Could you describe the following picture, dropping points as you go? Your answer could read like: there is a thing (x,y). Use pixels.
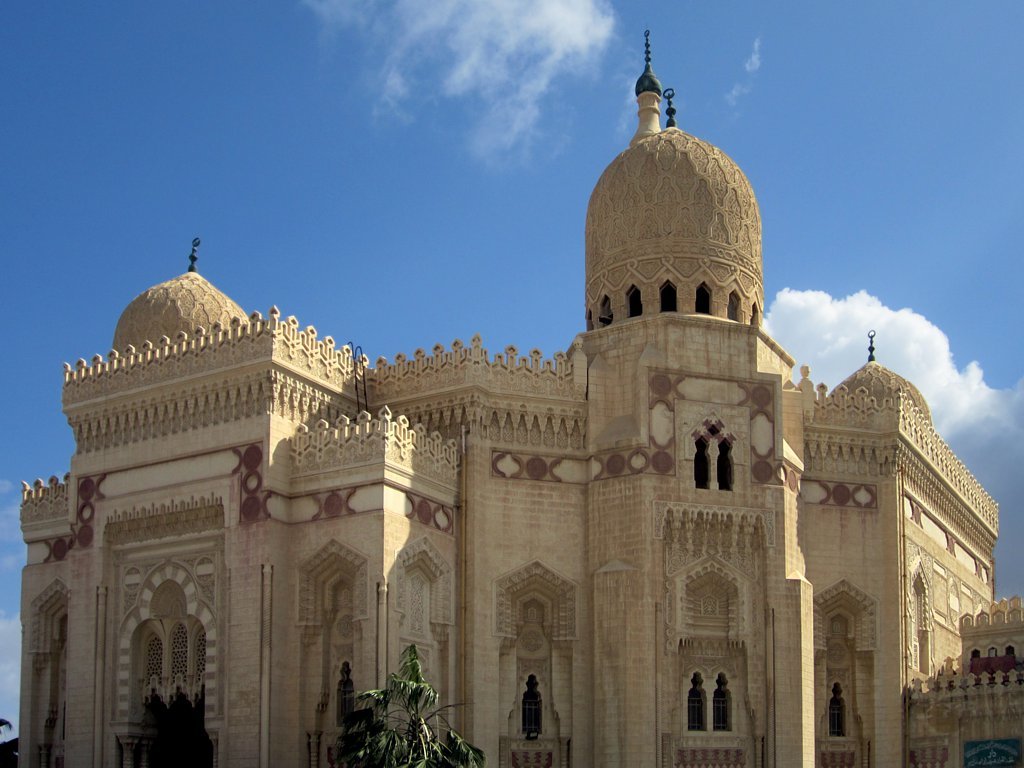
This image consists of a building (206,435). At the top (573,238), there are clouds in the sky (517,193). At the bottom (427,744), we can see a tree (401,749). And we can see the windows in this image.
